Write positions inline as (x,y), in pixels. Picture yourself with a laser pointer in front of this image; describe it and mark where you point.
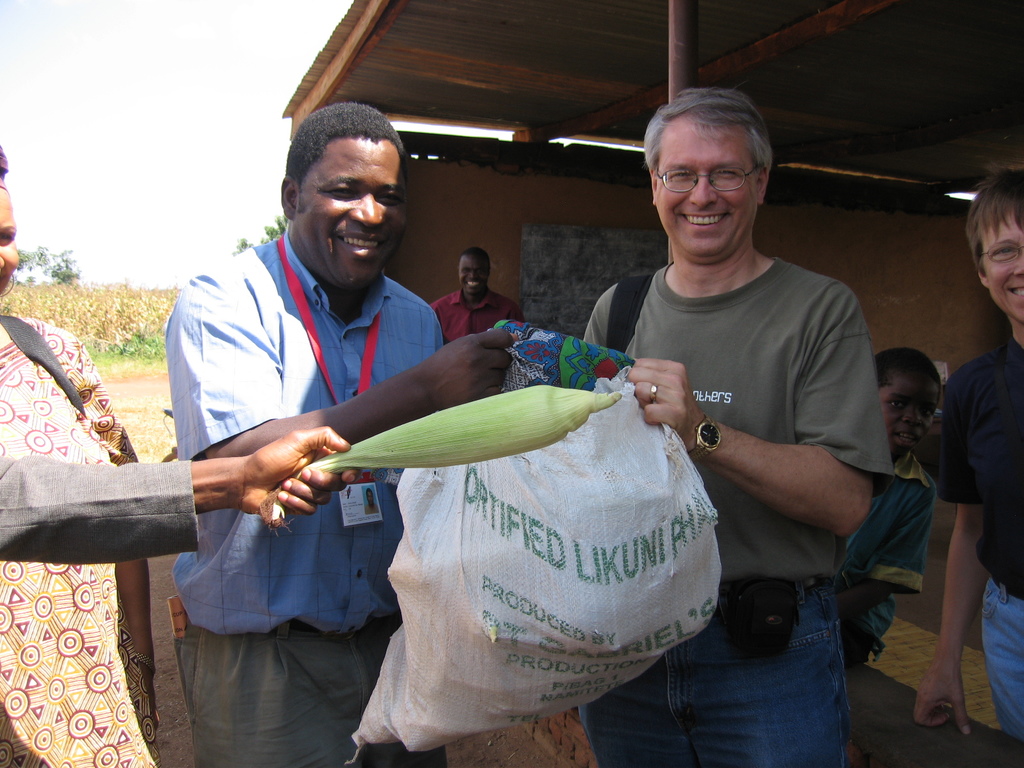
In this image I can see four persons (681,314) standing, in front (397,338) two persons (409,341) holding a bag (676,488) which is in white color, at right (722,398) the person (722,398) is wearing brown shirt (737,372), blue pant (803,646) and at left (217,411) the person (221,386) is wearing blue shirt (226,415), gray pant (254,649). At back (546,217) I can see few other person's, a wooden house (516,248), trees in green color, sky (81,41) in white color.
